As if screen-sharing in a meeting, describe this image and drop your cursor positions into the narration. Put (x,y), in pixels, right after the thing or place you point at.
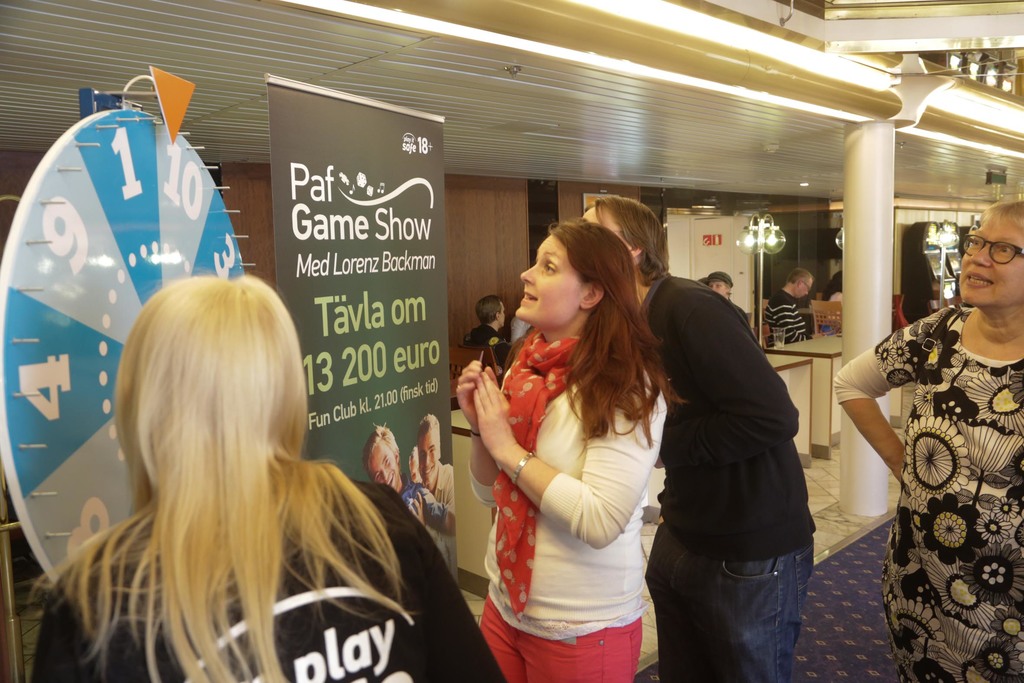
In this image it looks like it is a game show in which there are few people (645,494) standing on the floor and looking at the number board (82,220) which is in front of them. At the top (594,58) there are lights (612,61). In the background (793,294) there are few people (784,307) sitting in the chairs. In front of them there are desks (789,361). In the middle (394,229) there is a banner (377,215).
